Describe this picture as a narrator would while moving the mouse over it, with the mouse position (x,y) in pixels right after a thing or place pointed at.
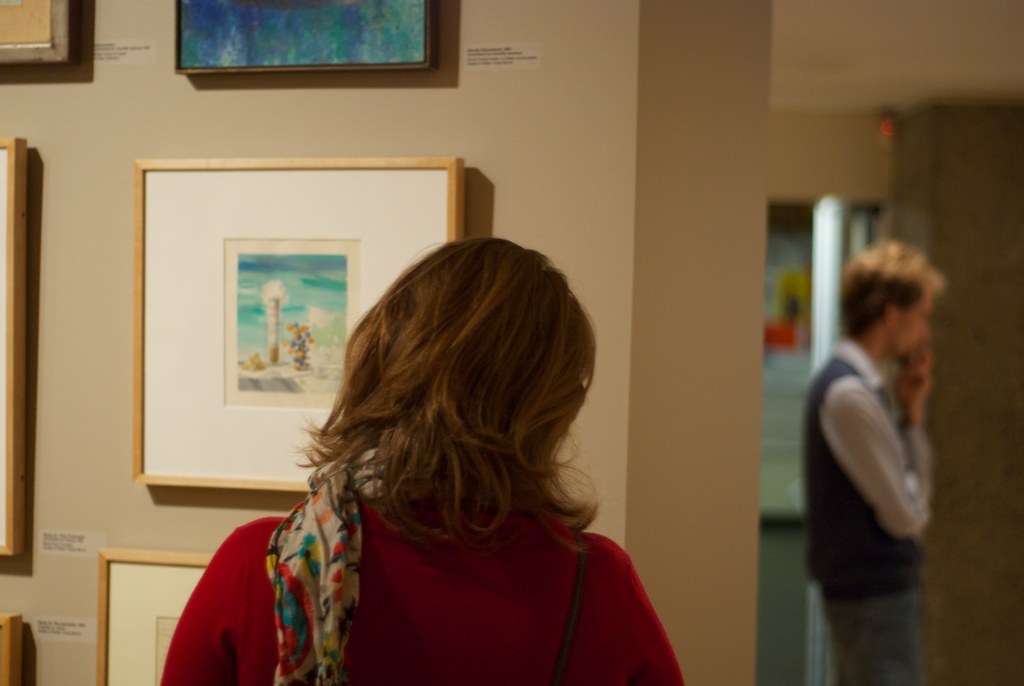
This picture shows the inner view of a building (971,112). There is one man (874,323) standing near to the brown pillar (920,155), one light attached to the wall (814,189), one white pillar (757,522), some photo frames (20,227) attached to the wall (396,79), some small white stickers (63,624) with a text (56,621) attached side of the photo frames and one woman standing near to the photo frames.
